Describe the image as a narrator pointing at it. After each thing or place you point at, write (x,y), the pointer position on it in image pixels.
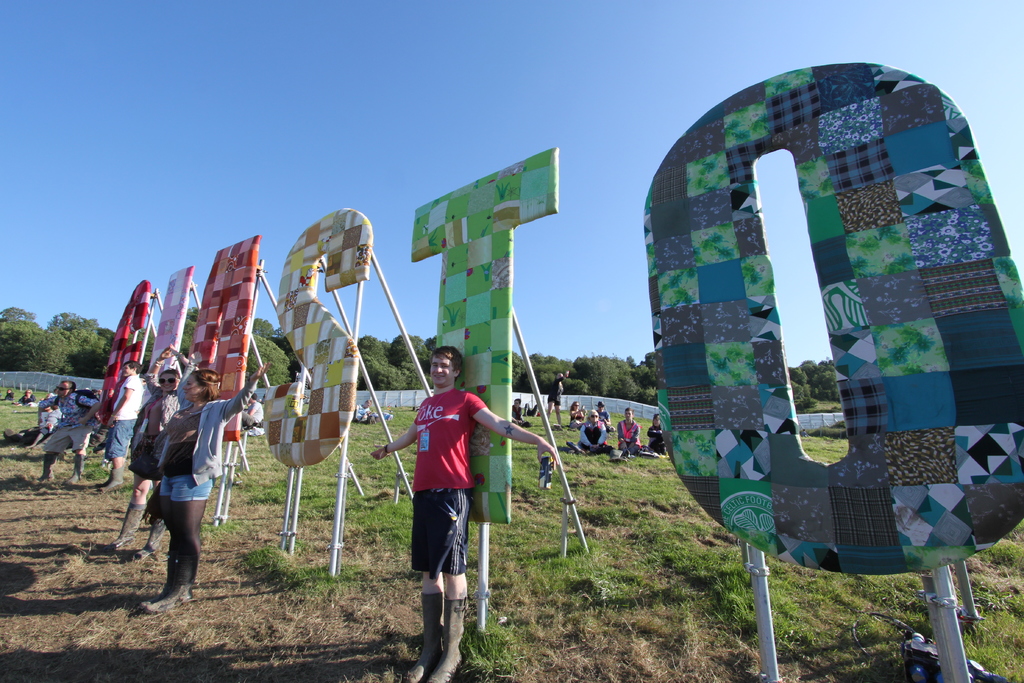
Here in this picture we can see some letters (164,324) prepared with something that are present on the ground (519,452) with the help of poles (364,374) behind it over there and we can see the ground (581,582) is fully covered with grass (653,542) over there and we can see people (138,381) standing and sitting on the ground (536,469) and in the far we can see a wall (639,411) covered all over there and we can see trees (545,362) present over there.
